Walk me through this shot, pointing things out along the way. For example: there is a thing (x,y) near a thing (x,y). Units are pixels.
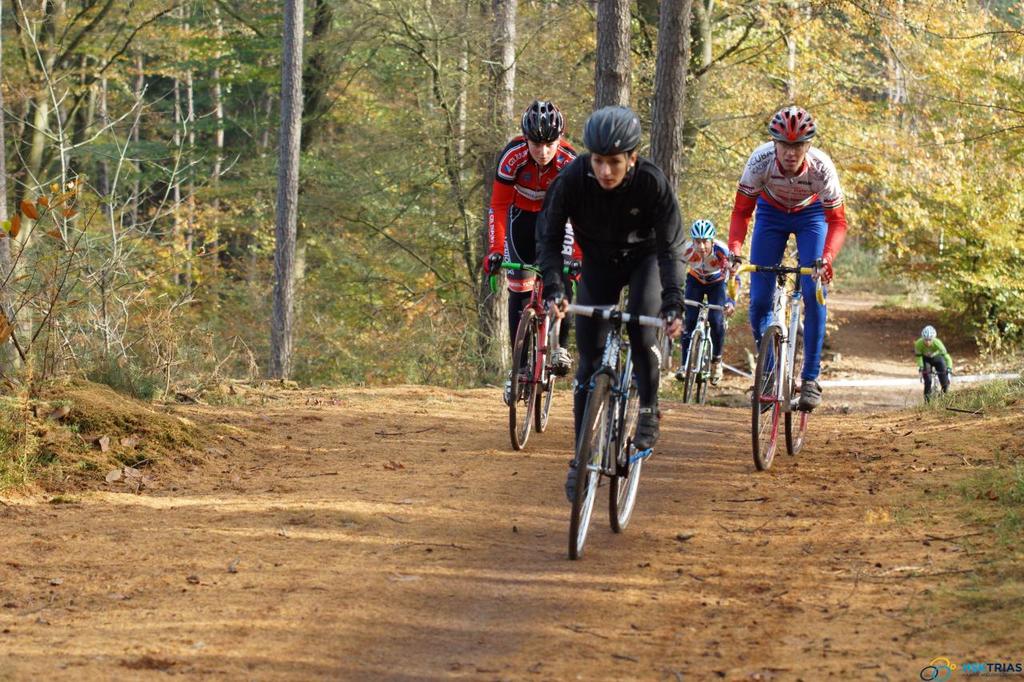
In this image it seems like it is a cycle race in which there are so many people (689,267) who are cycling on the road (469,460). In the background (389,134) there are tall trees (382,74). On the road (289,510) there is sand (179,478) and stones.
